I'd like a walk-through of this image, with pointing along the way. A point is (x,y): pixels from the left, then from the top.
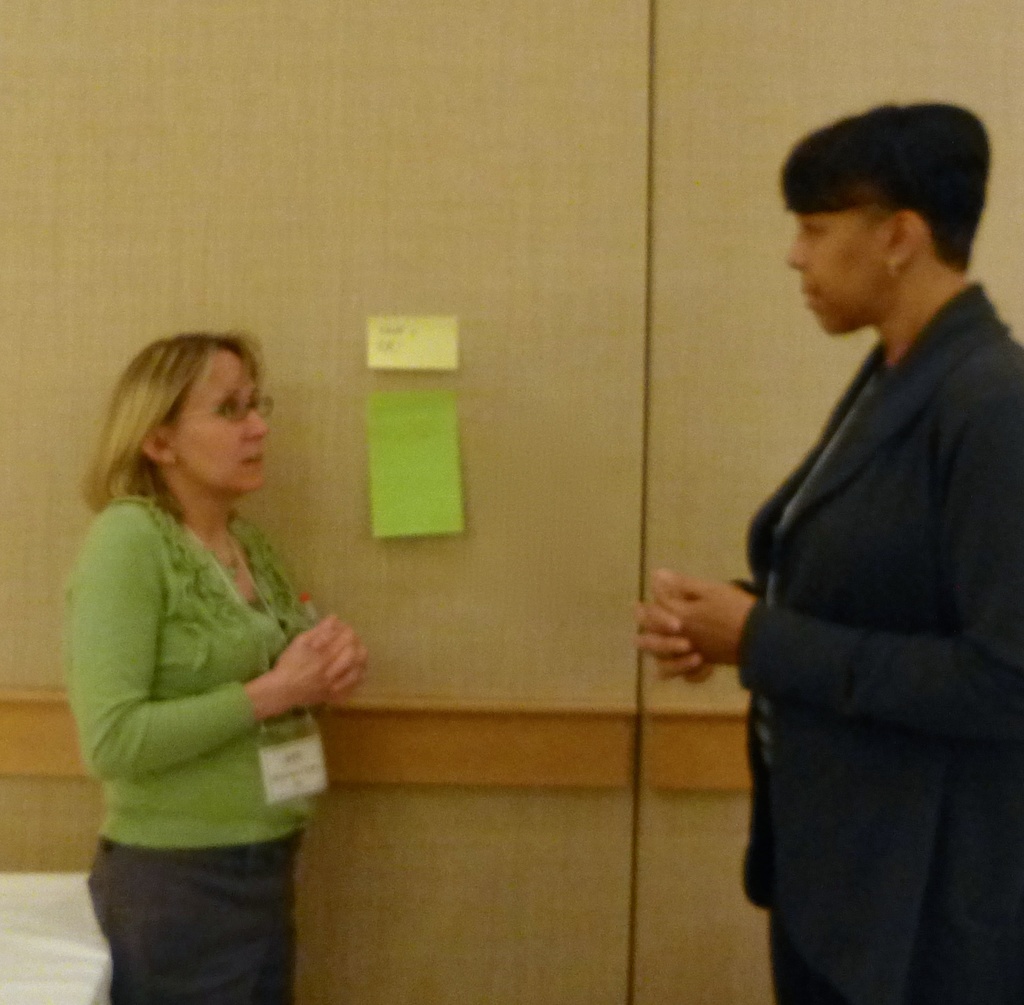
In the image we can see two women (941,692) standing, wearing clothes (863,669) and the left side woman (174,633) is wearing spectacles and identity card (264,786). Here we can see the wooden wall (511,353) and the image is slightly blurred.
